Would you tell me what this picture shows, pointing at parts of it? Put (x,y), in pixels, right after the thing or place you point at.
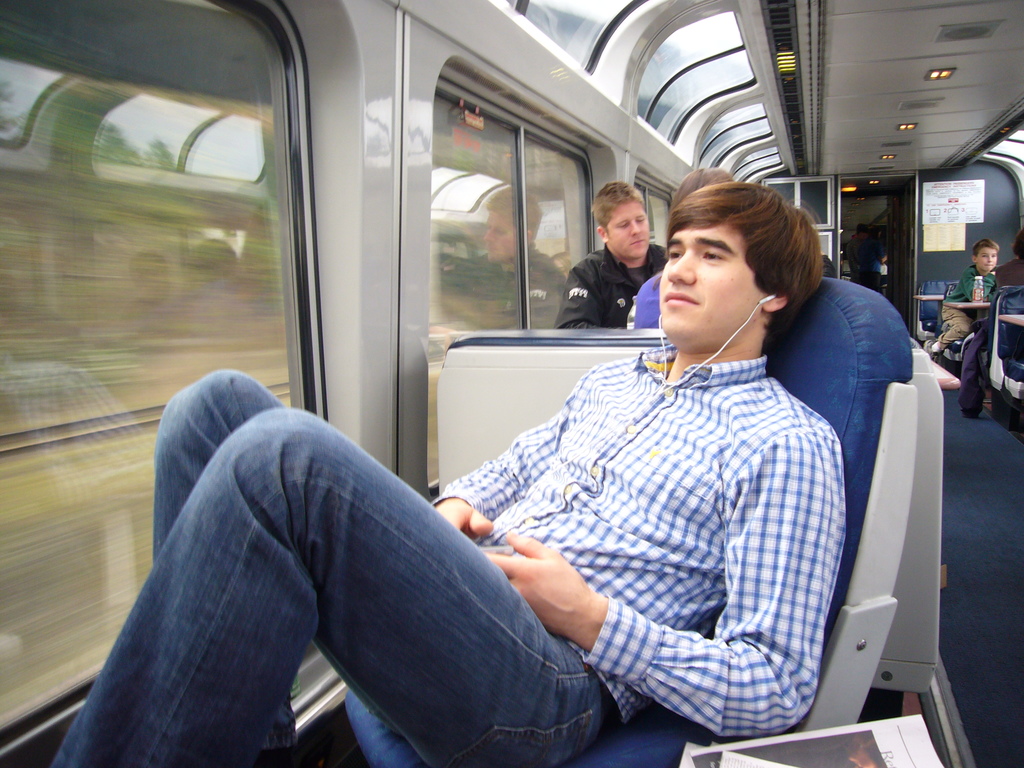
In this image I can see there were persons (746,370) sitting on the chairs (655,337). And it looks like inside of the train (761,85). And the person (622,367) holding an object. And there is a book (822,745), Board (969,187) and a light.
